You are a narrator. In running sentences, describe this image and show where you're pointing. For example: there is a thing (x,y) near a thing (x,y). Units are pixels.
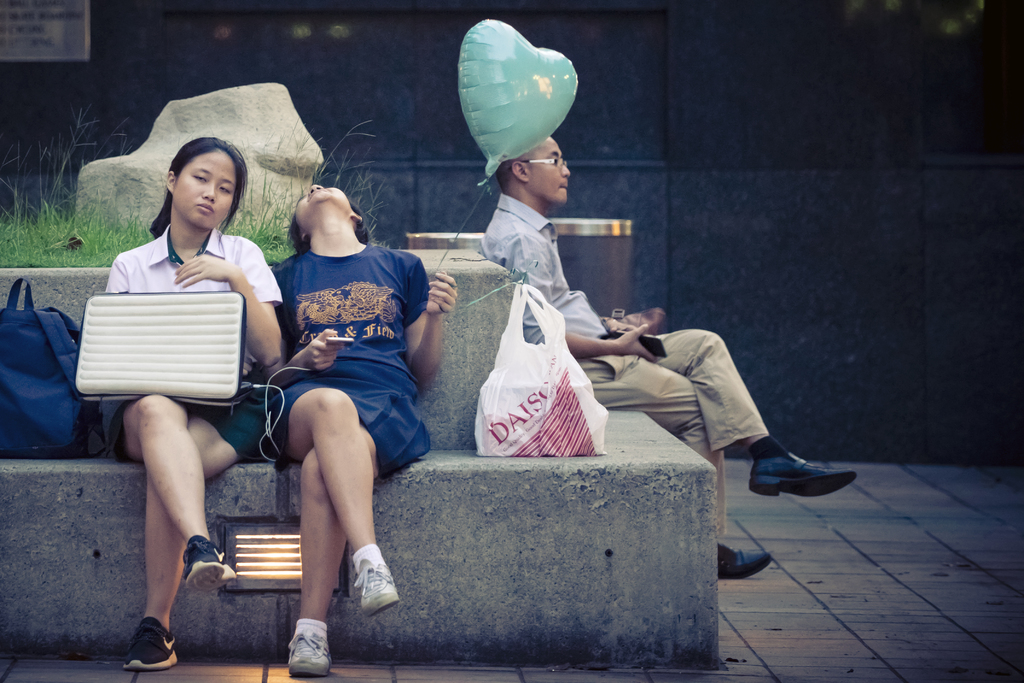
In this image we can see people (656,411) sitting. The person (325,381) sitting in the center (348,313) is holding a balloon (495,154). There is a cover (537,351) and we can see bags (39,417). In the background (144,199) there is a rock (160,199) and we can see grass (93,239). There is a board (16,15) and we can see bins (567,236).
